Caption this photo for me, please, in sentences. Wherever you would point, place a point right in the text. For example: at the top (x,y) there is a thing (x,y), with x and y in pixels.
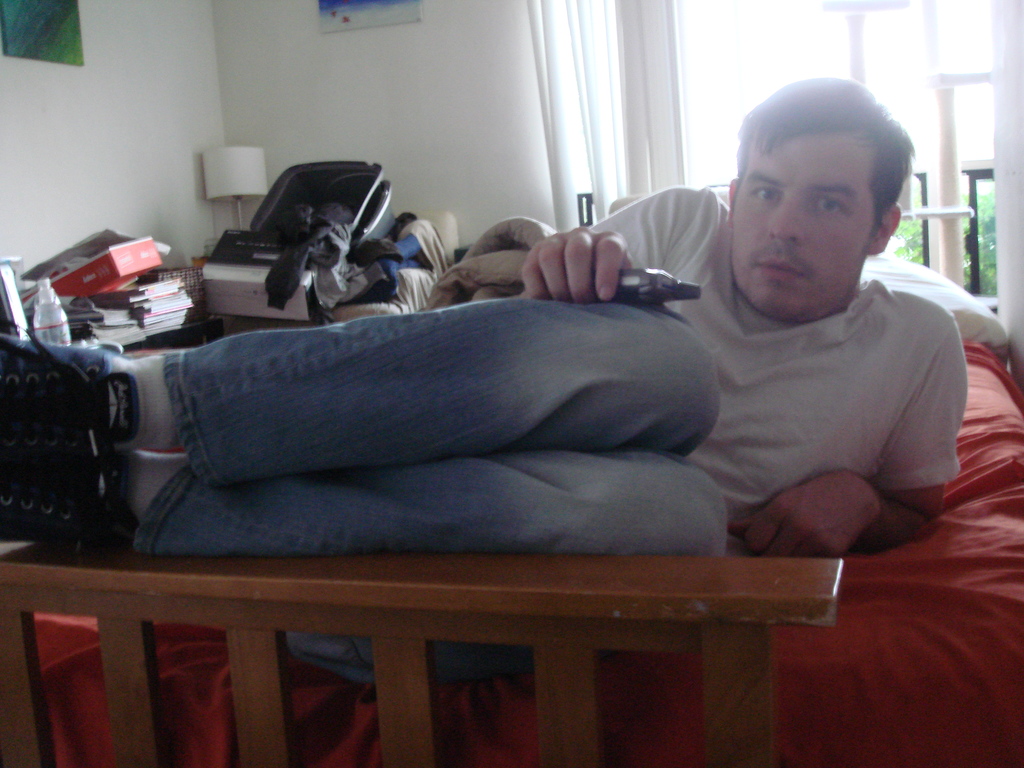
There is a person (501,373) lying on the bed (859,557). He is holding something in the hand (601,265). On the left side (167,287) there are many books (157,293), table lamp (220,176), wall (206,71) with photo frames (333,7) and many other things (291,279). In the back (713,43) there is a window (725,40) with curtain (575,64).
